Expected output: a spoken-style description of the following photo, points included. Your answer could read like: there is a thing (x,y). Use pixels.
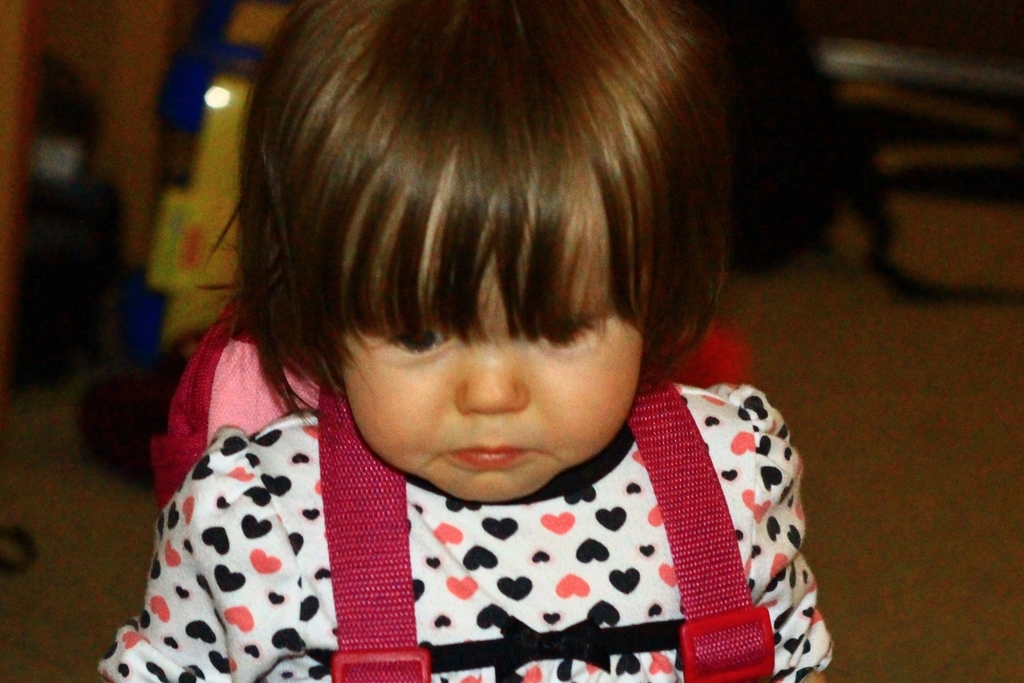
There is one kid (589,484) holding a backpack (234,373) as we can see in the middle of this image (463,324).
